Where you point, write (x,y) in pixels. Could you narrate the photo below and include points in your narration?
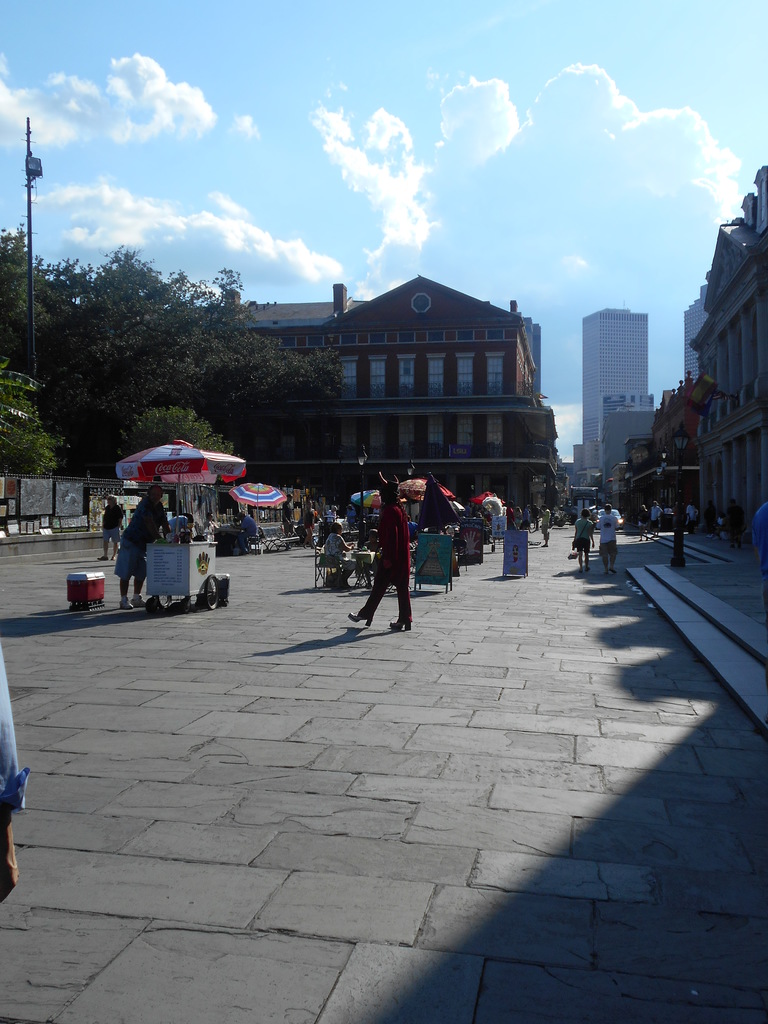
In this picture I can see the path (27,589) in front (400,561), on which there are number of people (388,554) I can see and I can see a trolley (195,569) and I see few umbrellas (178,457). In the background (316,404) I can see the trees (110,401) and the buildings (735,264). On the top of this picture (289,270) I can see the cloudy sky (338,193) and I can see a pole (31,246) on the left side of this picture (30,123).
